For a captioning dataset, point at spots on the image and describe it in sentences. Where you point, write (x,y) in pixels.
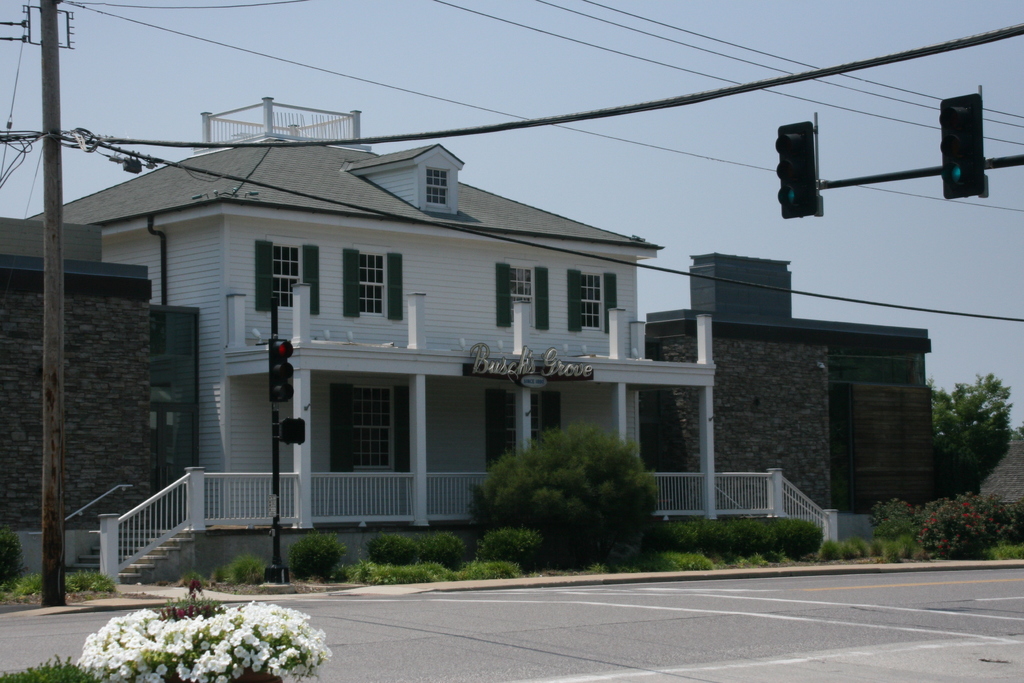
In this image there is the sky (562,65) towards the top of the image (277,20), there are buildings (717,390), there is text (557,360) on the building (591,342), there are windows (172,343), there is a wall (290,550), there are plants (484,552), there is a pole (63,353) towards the left of the image (55,333), there are wires (837,105), there are traffic lights (947,112) towards the right of the image (974,165), there is a road (749,621) towards the bottom of the image (548,638), there is a plant (168,646) towards the bottom of the image (195,642), there are flowers (245,648) towards the bottom of the image (236,622).
